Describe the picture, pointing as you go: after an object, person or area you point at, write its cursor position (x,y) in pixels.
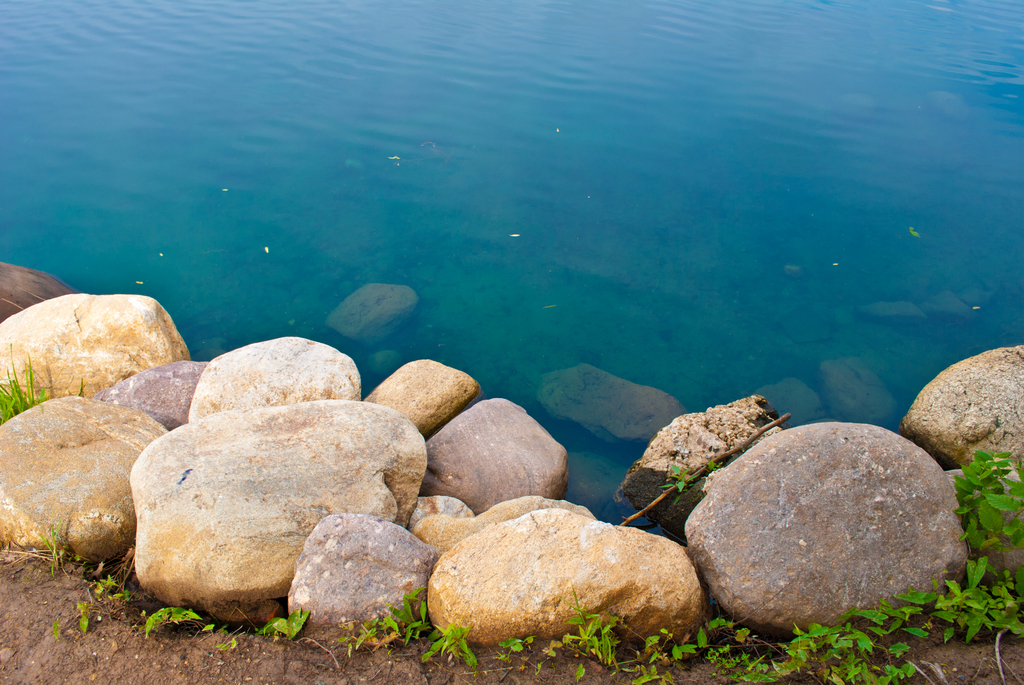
In the background of the image (718,142) we can see the water (447,340). At the bottom of the image (605,550) we can see the rocks (494,550), plants (592,631) and ground (160,657).
